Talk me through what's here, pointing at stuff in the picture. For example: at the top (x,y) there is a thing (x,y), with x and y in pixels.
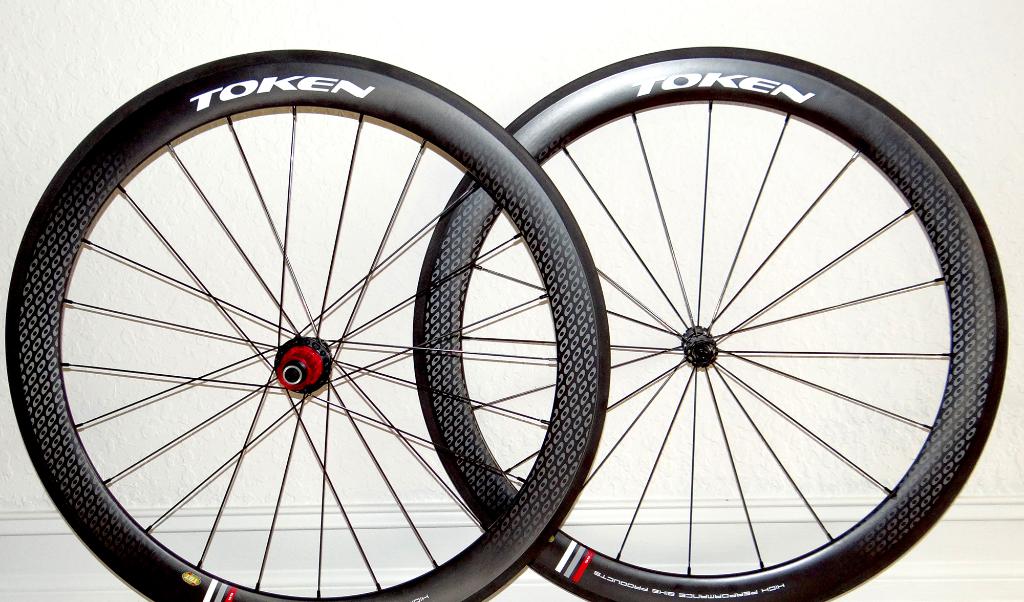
In this picture there are two tires (557,310) which has token written on it and the background (468,29) is in white color.
